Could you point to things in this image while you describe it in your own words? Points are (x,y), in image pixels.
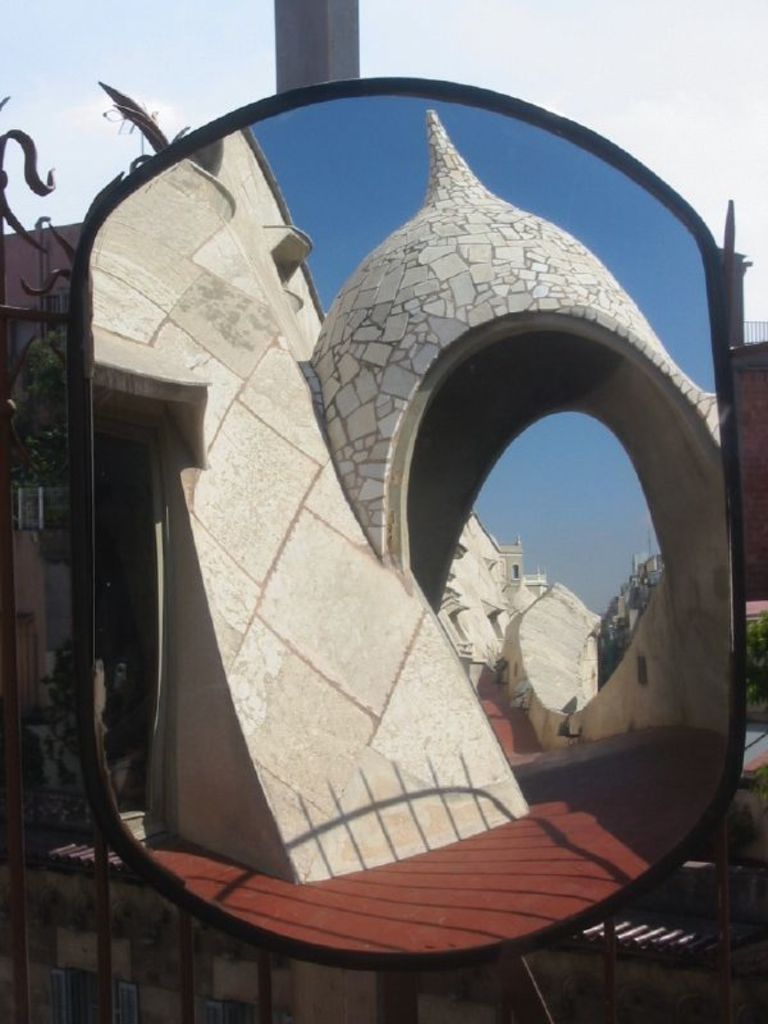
In this picture we can see a mirror (298,272) and on the mirror (333,605) we can see the reflection (287,556) of an architectural building (463,594) and the sky (502,462). Behind the mirror (347,310) there are trees (766,659), a pole (353,20) and buildings (40,288).
